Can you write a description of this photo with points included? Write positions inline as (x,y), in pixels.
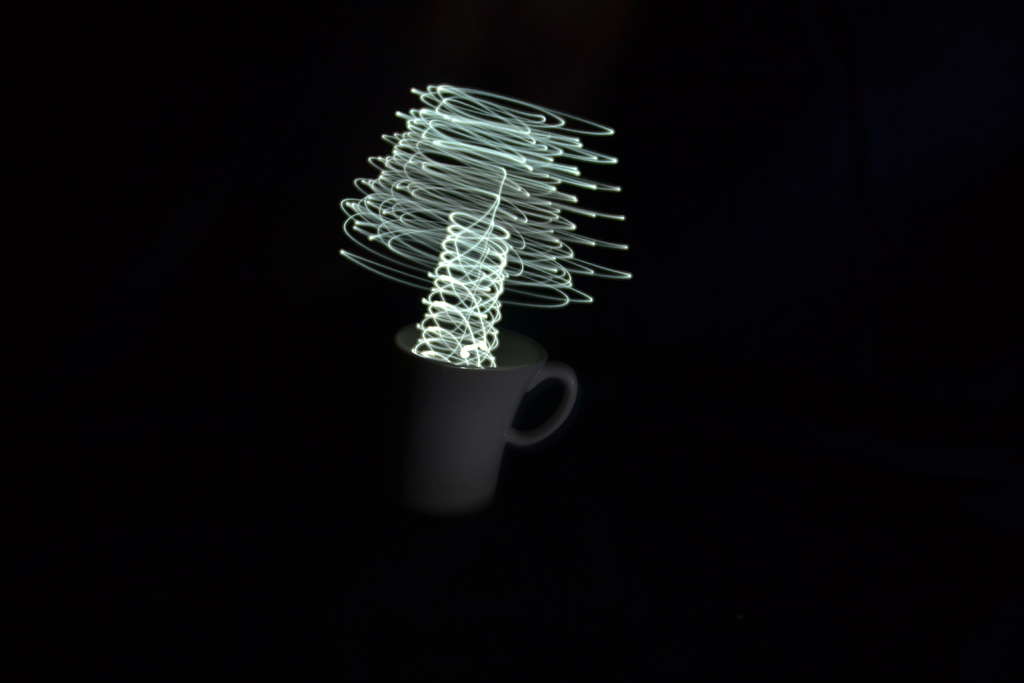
In this picture I can see there is a coffee mug (467,412) and there are lights (477,238) and the backdrop of the dark.
